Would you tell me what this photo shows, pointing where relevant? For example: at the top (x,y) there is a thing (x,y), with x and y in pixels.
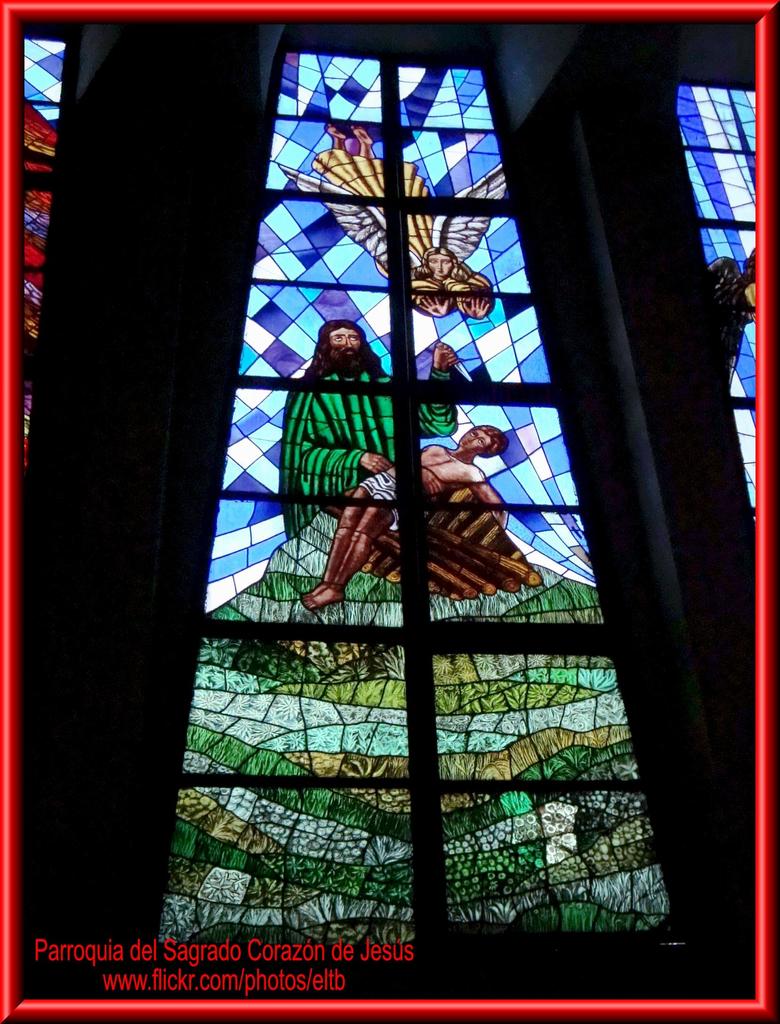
In this image there is glass painting (451,563) on the window glass (372,704).
